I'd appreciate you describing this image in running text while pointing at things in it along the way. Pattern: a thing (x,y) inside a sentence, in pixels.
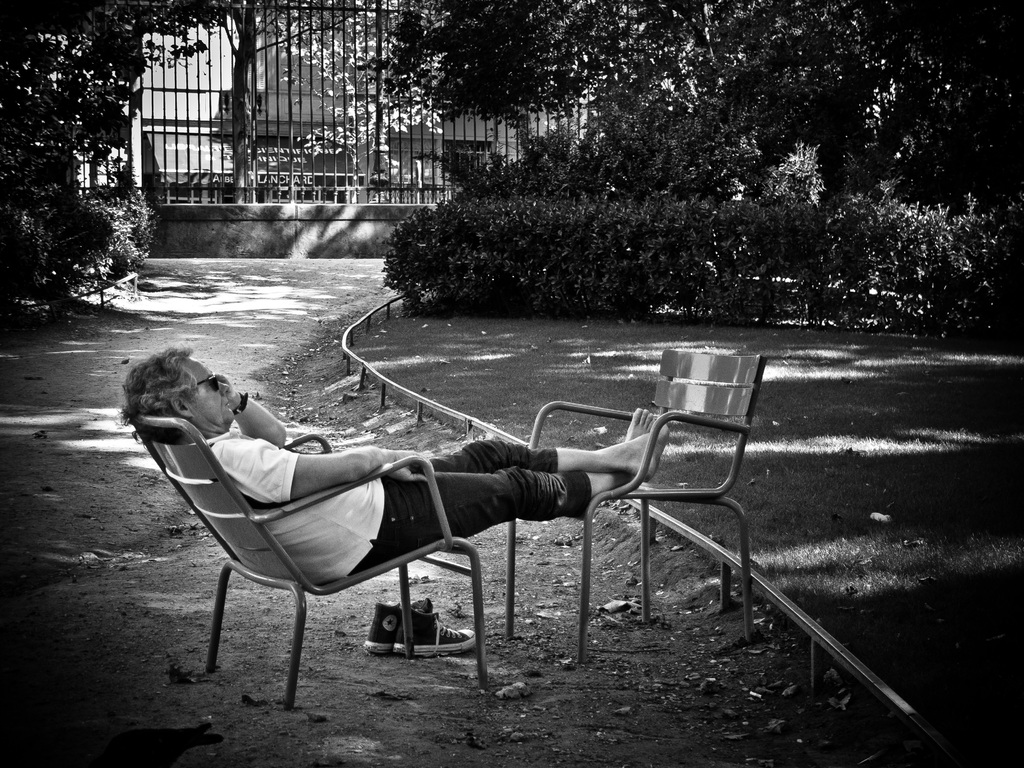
This image is taken outdoors. At the bottom of the image (539,734) there is a ground (785,700). In the background (338,107) there is railing (344,93) and there is a building (226,72). There are many trees (535,103) and plants (751,176) with leaves (852,221), stems (780,107) and branches (126,221). In the middle of the image (391,463) a man (318,491) is sitting on the chair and he is placing his legs (612,476) on the other chair (706,388). There are two shoes (394,643) on the ground (449,680).
